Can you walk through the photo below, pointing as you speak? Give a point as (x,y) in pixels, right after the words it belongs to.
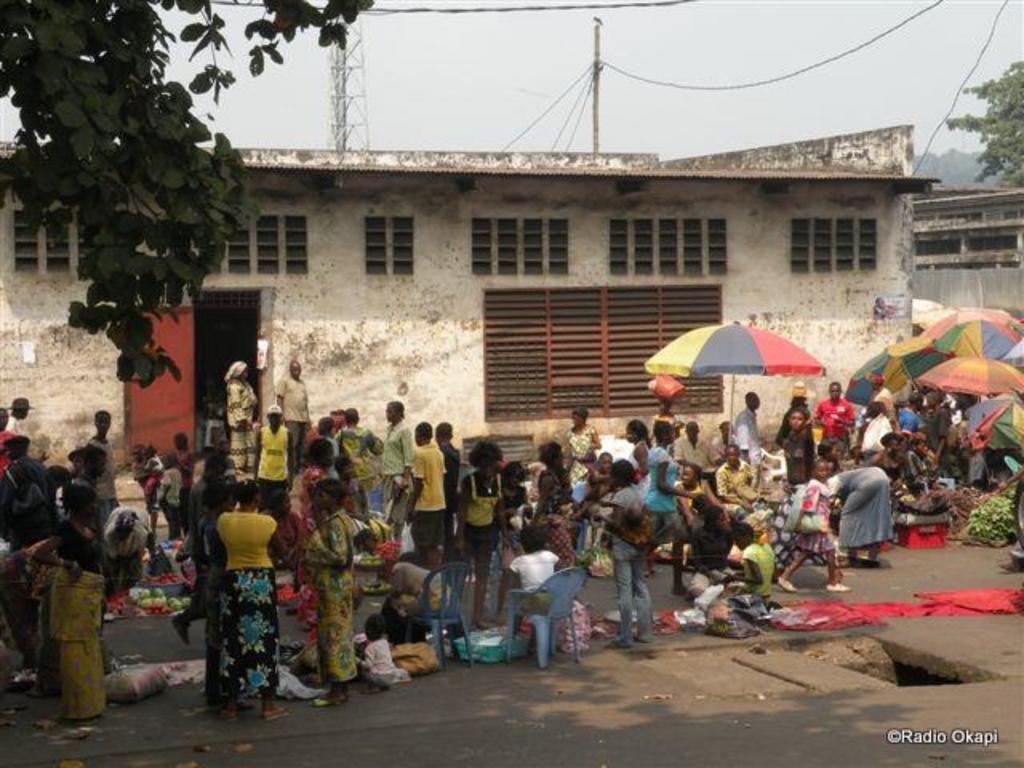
In this picture I can see many peoples (412,452) were sitting and standing near to the building (575,356) and umbrella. At the bottom (553,562) I can see other peoples (538,563) were sitting on the chair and they are selling the vegetables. In the back (828,280) I can see the buildings (627,317) and shelter (595,334). At the top (681,88) I can see that tower (354,50) and sky (494,30). In the right (928,171) background (970,172) I can see the trees (997,117) and mountain (968,159). In the bottom right corner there is a watermark (974,742).
